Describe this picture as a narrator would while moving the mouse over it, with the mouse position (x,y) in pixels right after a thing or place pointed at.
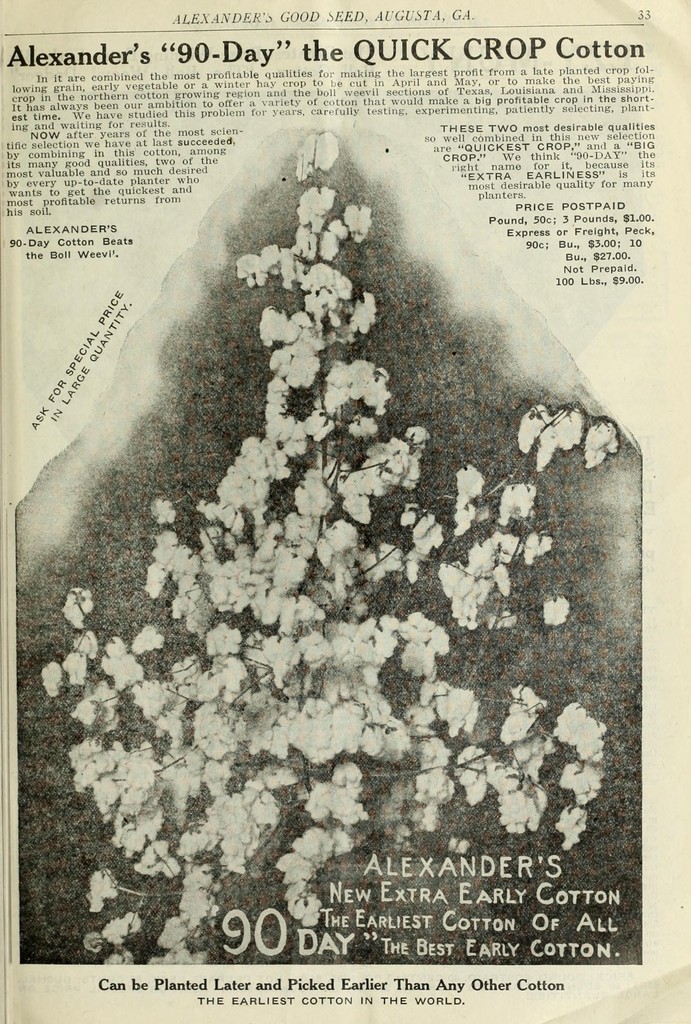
In this picture, we see the newspaper poster (426,468). In the middle (330,521), we see the plant (331,752) which has flowers (336,399). At the top (167,132) and at the bottom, we see some text (167,132) printed on the paper (536,118). This picture might be taken from the newspaper (463,728).
